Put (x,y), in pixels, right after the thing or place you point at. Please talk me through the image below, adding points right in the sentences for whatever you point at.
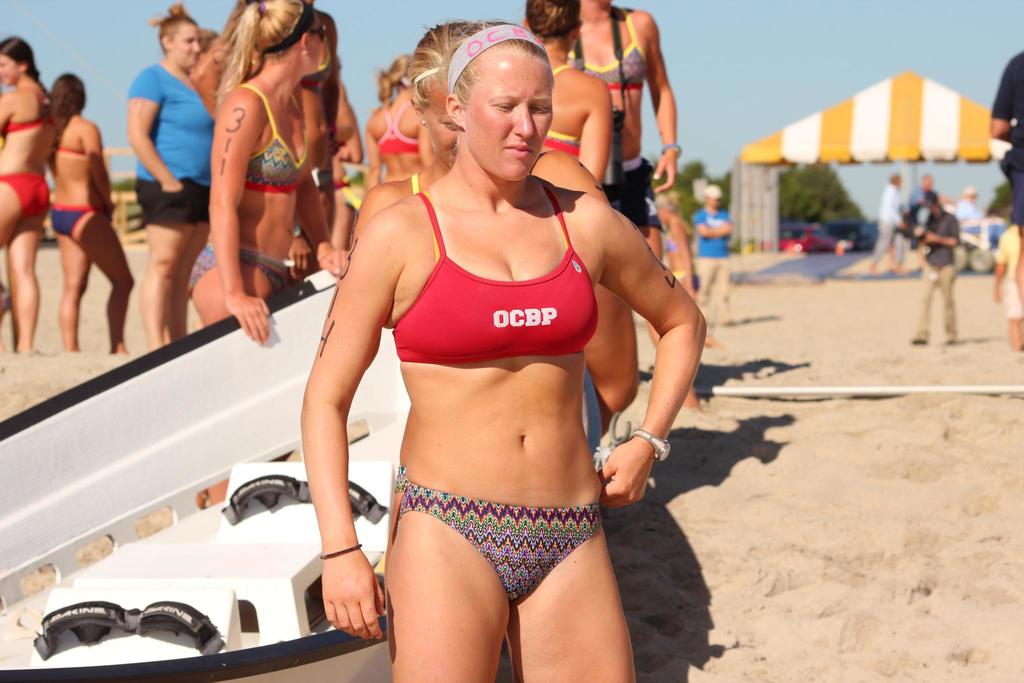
This image is taken outdoors. At the bottom of the image (776,538) there is a ground (729,538). In the middle of the image (453,331) a woman (453,331) is standing on the ground (952,644). On the left side of the image (174,373) there is a boat (96,453). At the top of the image (697,48) there is a sky (136,40). On the right side of the image (1006,165) a few people (1011,327) are standing on the ground (970,352) and there is a tent (922,144). In the background (11,114) there are a few trees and many people (234,223) are standing on the ground (734,436).
